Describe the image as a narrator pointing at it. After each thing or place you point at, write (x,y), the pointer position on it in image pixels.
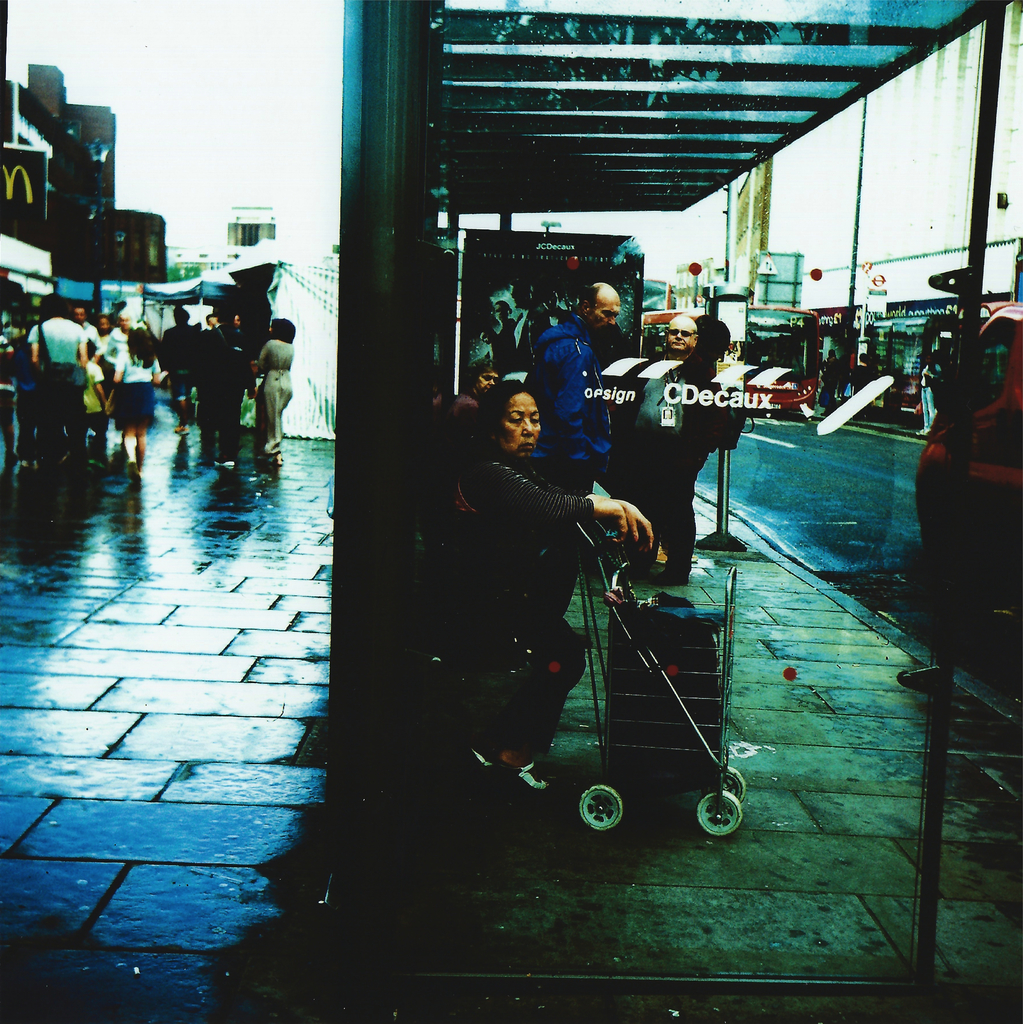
On the left side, there are persons (55,429) walking on the footpath (84,534). There is a shelter (689,48). Under the shelter (394,469), there are persons (537,500) sitting on a bench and there are persons (695,443) standing on the footpath (747,659). On the right side (1018,557), there are vehicles (960,538) on the road (802,429). In the background (272,182), there are buildings (936,295), hoardings (22,185), and there are clouds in sky (333,122).
